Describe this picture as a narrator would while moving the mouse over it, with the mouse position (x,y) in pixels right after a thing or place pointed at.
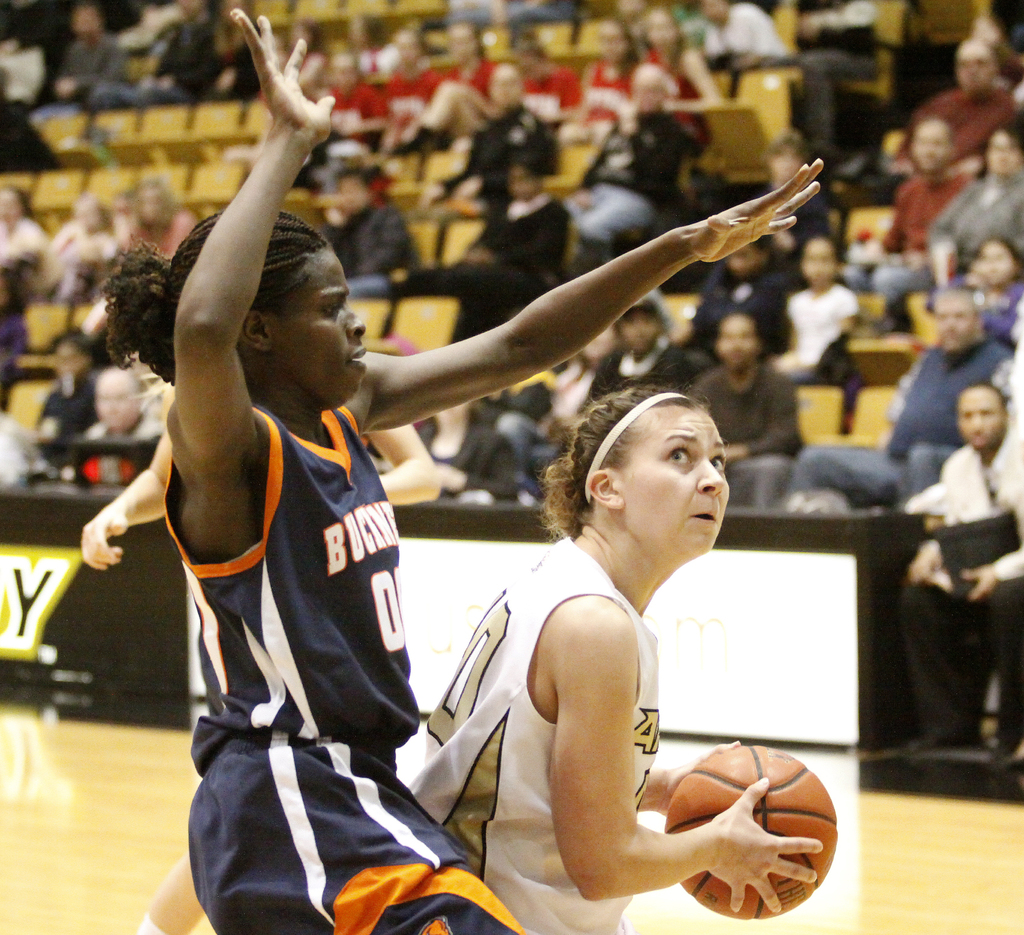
In this picture we can see two women (385,601) are playing basketball game, a woman (570,711) on the right side (756,774) is holding a ball (729,764), in the background (668,371) there are some people (939,104) sitting on chairs (725,115).
